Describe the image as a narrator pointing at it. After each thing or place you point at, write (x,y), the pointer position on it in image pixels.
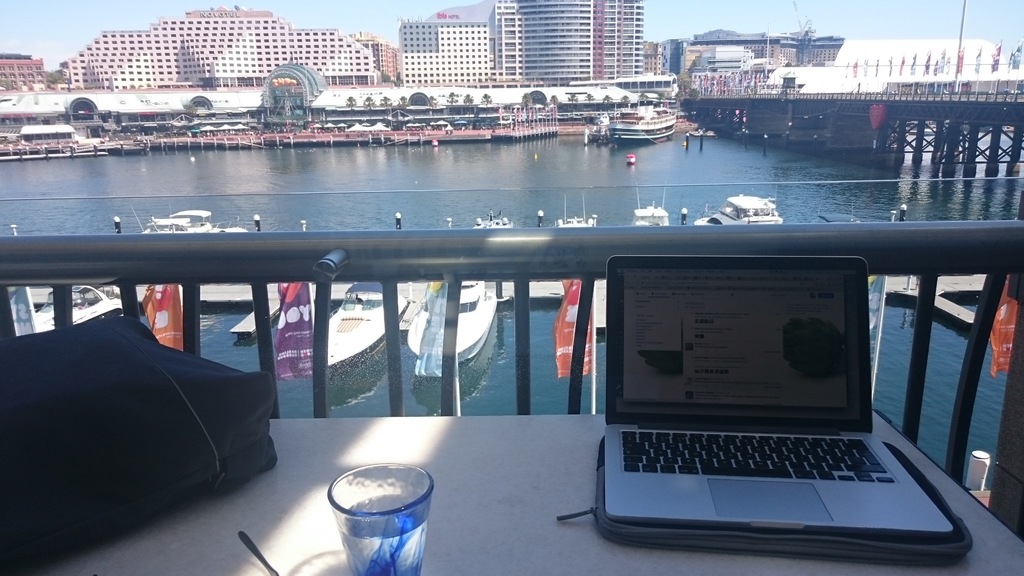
In this image we can see a table (555,435), here is the laptop (682,473), here is the glass (400,497) on it, here is the water (387,207), here are the boats (483,326), here is the ship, here are the flags (432,312), here are the buildings (684,45), here is the bridge (805,95), at above here is the sky (697,30).
